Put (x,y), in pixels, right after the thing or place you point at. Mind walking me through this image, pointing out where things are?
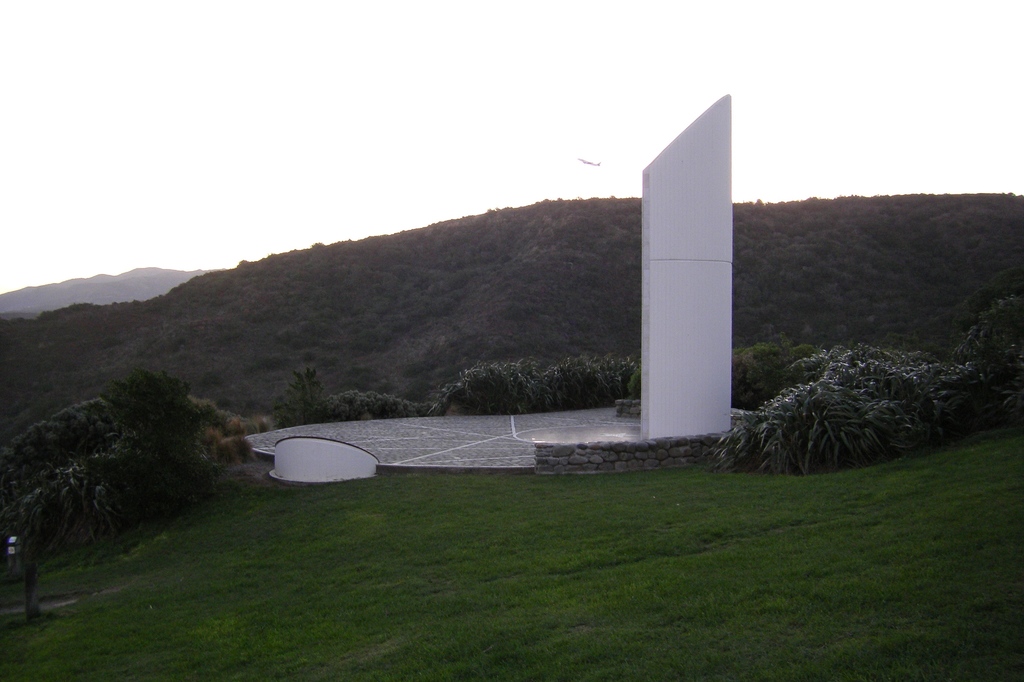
In this image in the center (663,307) there is one pillar (715,360) and wall (549,450), at the bottom (313,552) there is grass (884,508) and some plants (876,399). In the background (266,300) there are some mountains (524,238).
